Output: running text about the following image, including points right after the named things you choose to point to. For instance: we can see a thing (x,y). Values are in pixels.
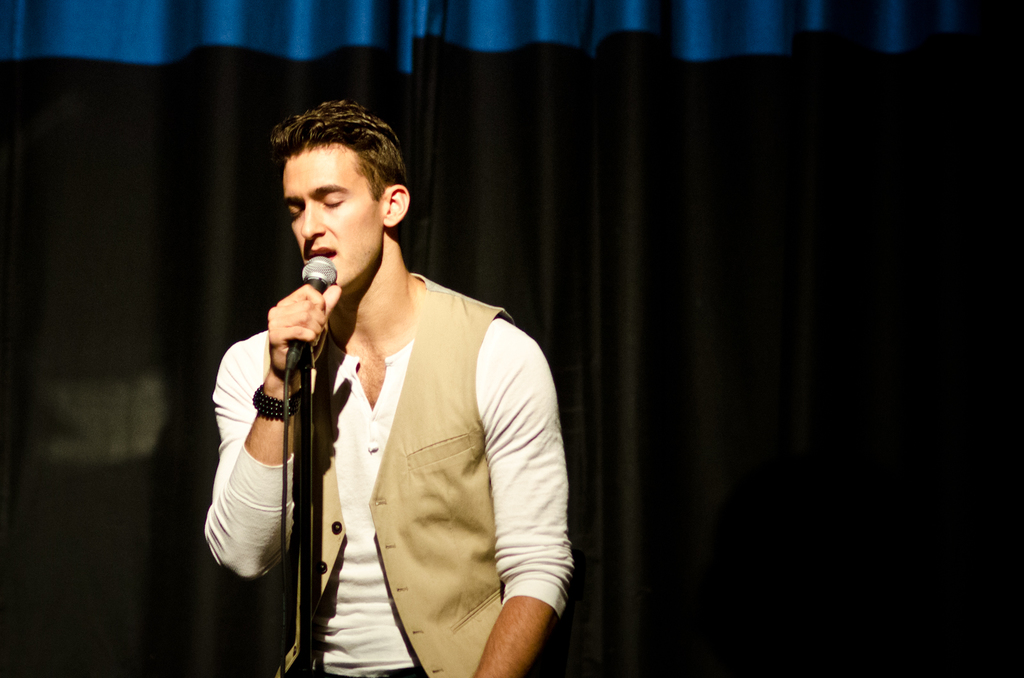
In this image we can see a person (444,548) holding a microphone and singing into it. There is a curtain (669,246) in the image.
